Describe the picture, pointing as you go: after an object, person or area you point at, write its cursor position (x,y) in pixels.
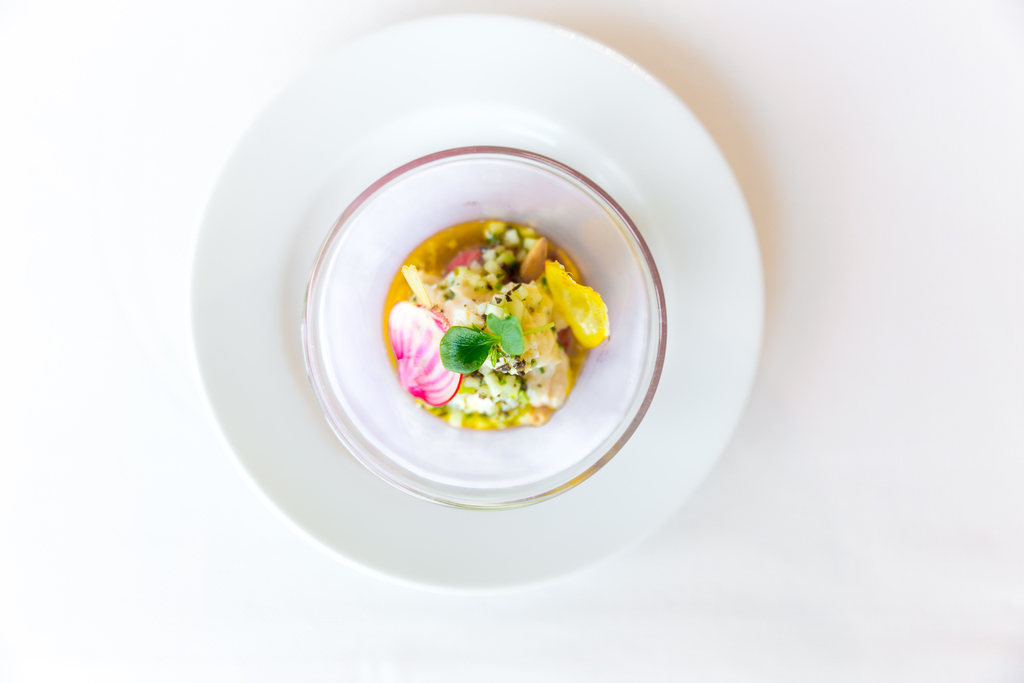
This image consist of food (488,296) which is on the plate (643,496) in the center (530,393).
